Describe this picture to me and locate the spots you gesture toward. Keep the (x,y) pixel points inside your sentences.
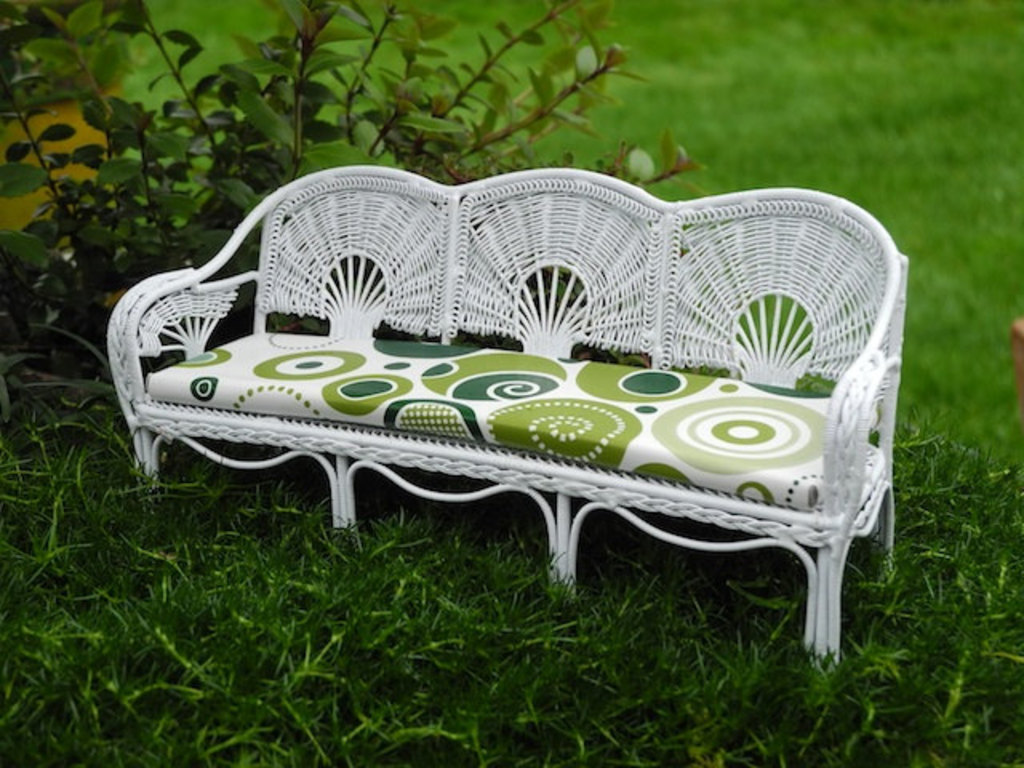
In this image I can see a bench (282,292) is placed on the ground (307,599). Beside the bench (321,285) there is a plant (182,204). On the ground (332,712), I can see the grass (219,657).
